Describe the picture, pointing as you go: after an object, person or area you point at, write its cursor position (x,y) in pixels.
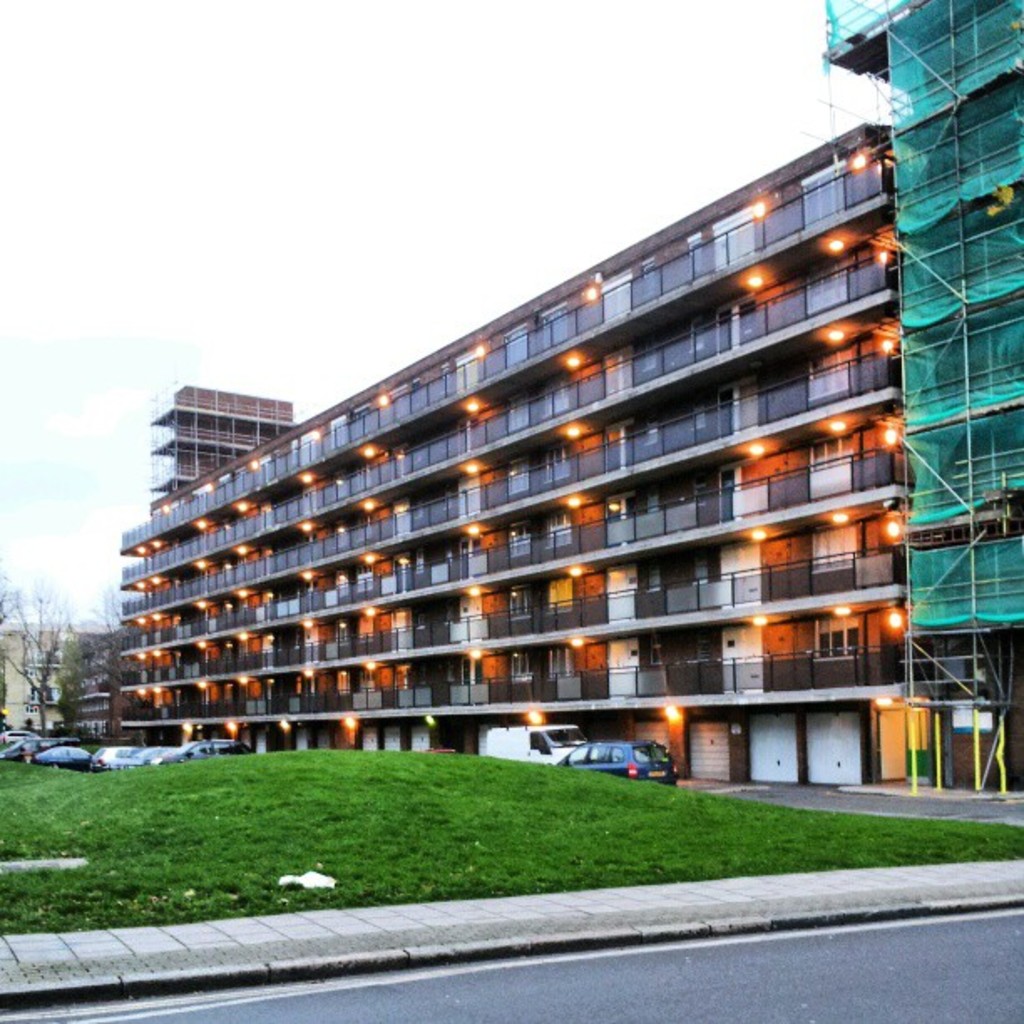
These are the buildings (393,475) with the glass doors (846,548) and lights (762,621). I can see the vehicles (121,759), which are parked. Here is the grass (255,806). In the background (30,670), that looks like a tree (43,708). This is the sky (64,617). This looks like a road (658,950).
